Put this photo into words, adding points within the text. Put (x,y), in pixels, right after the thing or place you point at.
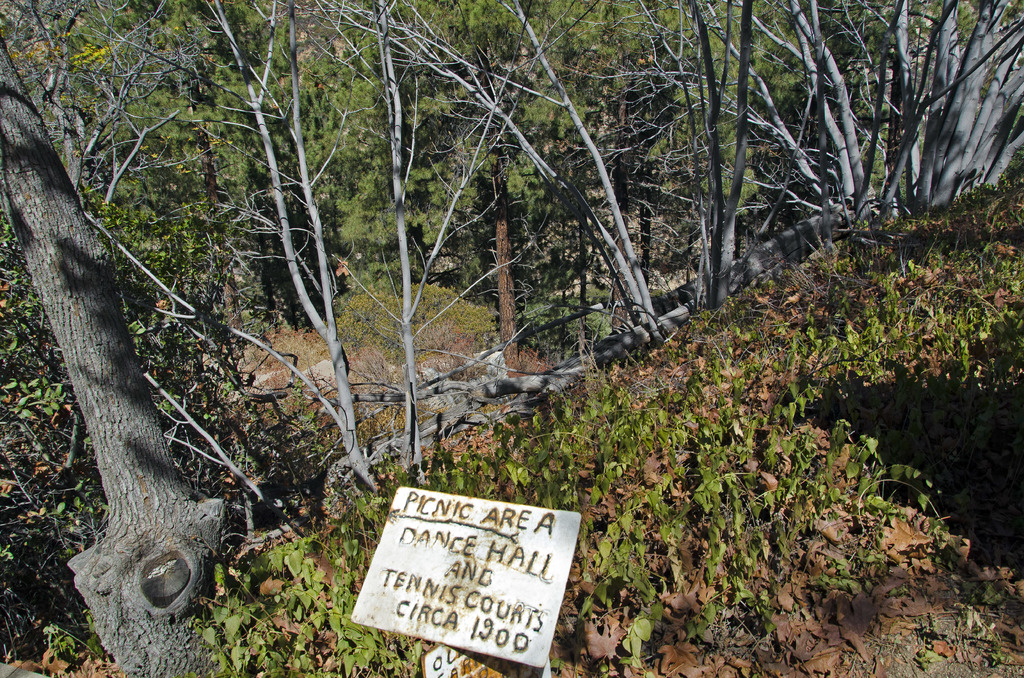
At the bottom of the image (398,576) there is a board (536,532). In the background (518,324) we can see trees (315,310), plants (439,293) and grass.
